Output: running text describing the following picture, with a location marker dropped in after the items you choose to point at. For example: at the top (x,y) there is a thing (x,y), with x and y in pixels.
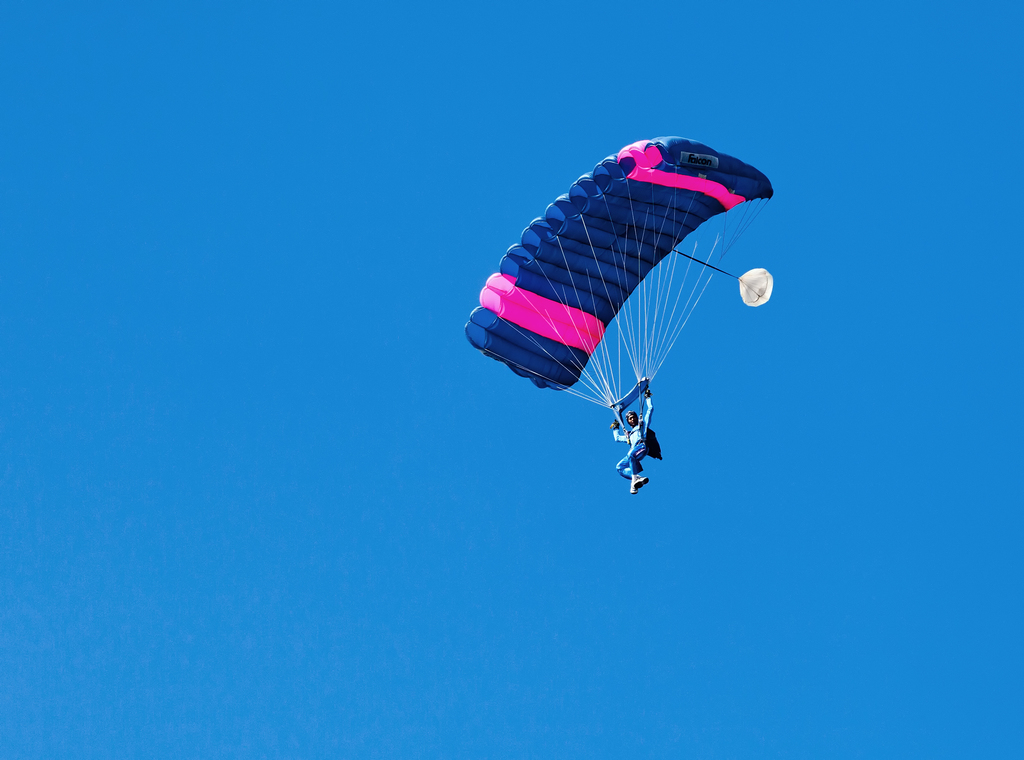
In this image we can see a person (648,416) is paragliding in the air. In the background (427,455) there is sky (755,530).
